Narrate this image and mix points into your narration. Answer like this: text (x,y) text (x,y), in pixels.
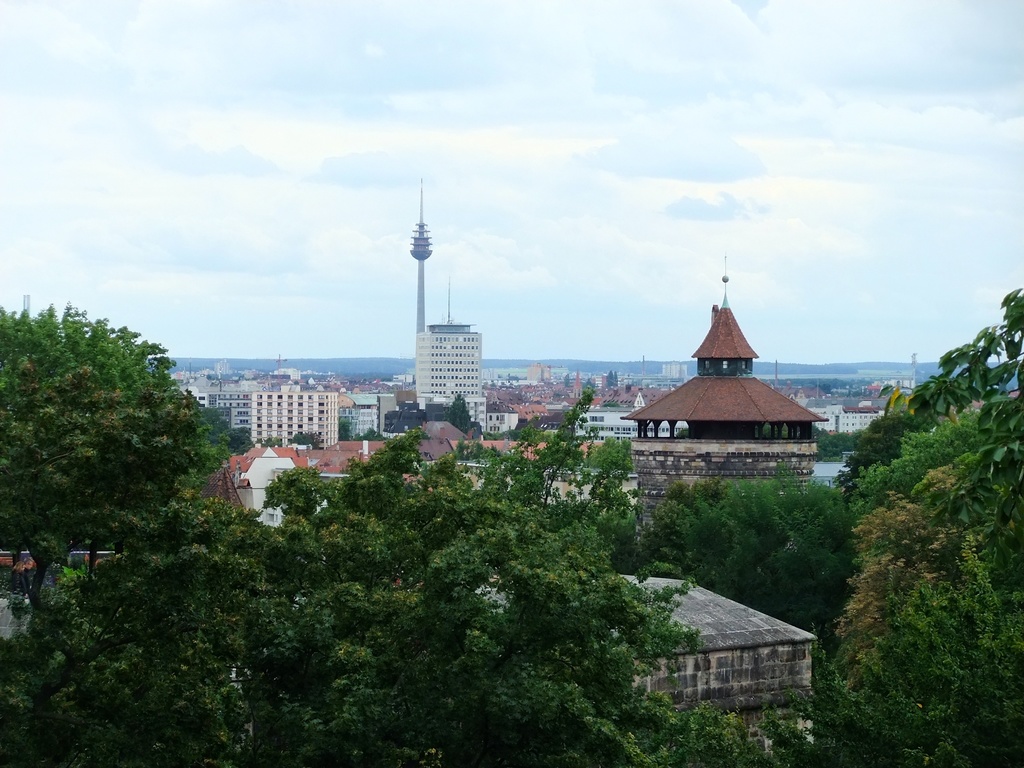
In this image there are trees (791,565), buildings (798,633), tower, hills (258,367) and sky (474,162).
